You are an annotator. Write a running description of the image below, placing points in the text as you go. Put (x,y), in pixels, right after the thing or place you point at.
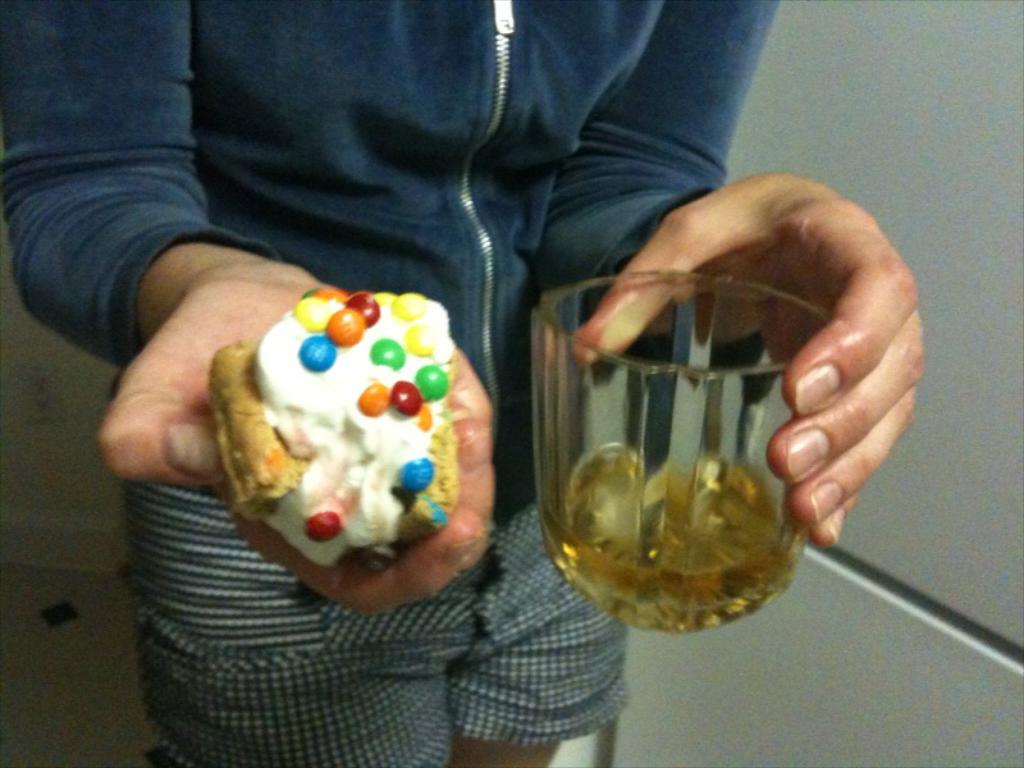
In this image, in the middle (494,415), we can see a man (864,321) wearing a blue color jacket (494,391) holding a wine glass (691,327) in one hand (891,385) and food item (391,422) on the other hand (480,432). On the right side (896,142), we can see a white color wall (856,103).
